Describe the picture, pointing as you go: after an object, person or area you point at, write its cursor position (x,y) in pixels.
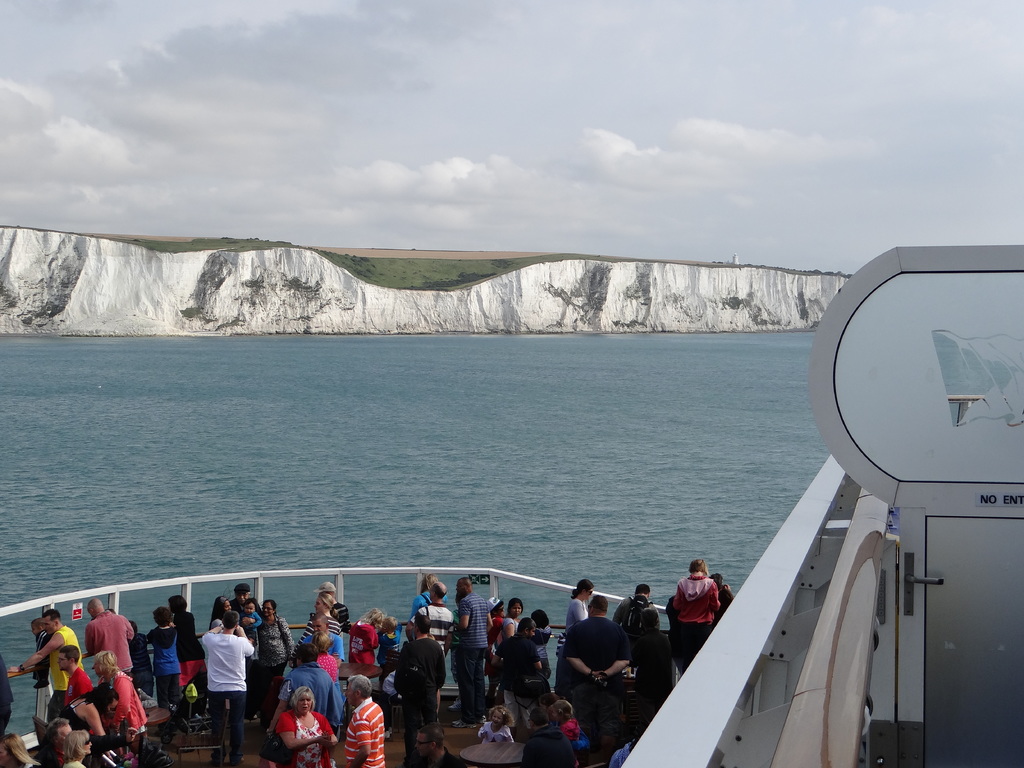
In the picture I can see few persons (360,680) standing in a boat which is on the water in the left corner (319,681) and there is water (429,407) and a mountain (501,285) in front of them.
